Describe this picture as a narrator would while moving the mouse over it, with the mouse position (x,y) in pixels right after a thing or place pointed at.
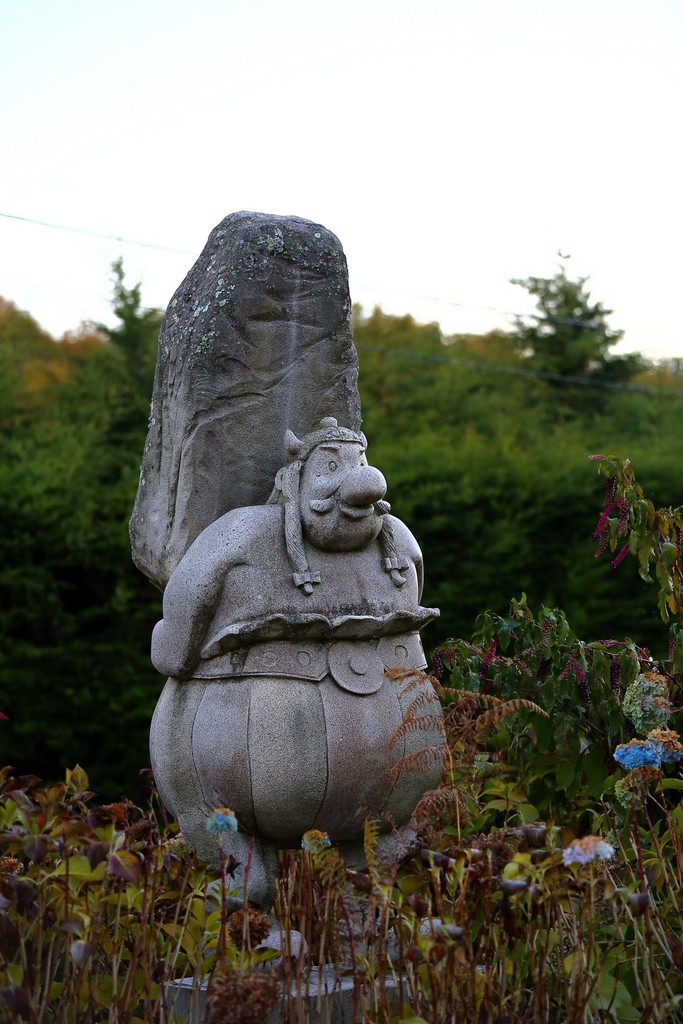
There is a statue (191,520). Near to that there are plants (396,895). In the background (375,420) there are trees (371,430) and sky (285,94).
